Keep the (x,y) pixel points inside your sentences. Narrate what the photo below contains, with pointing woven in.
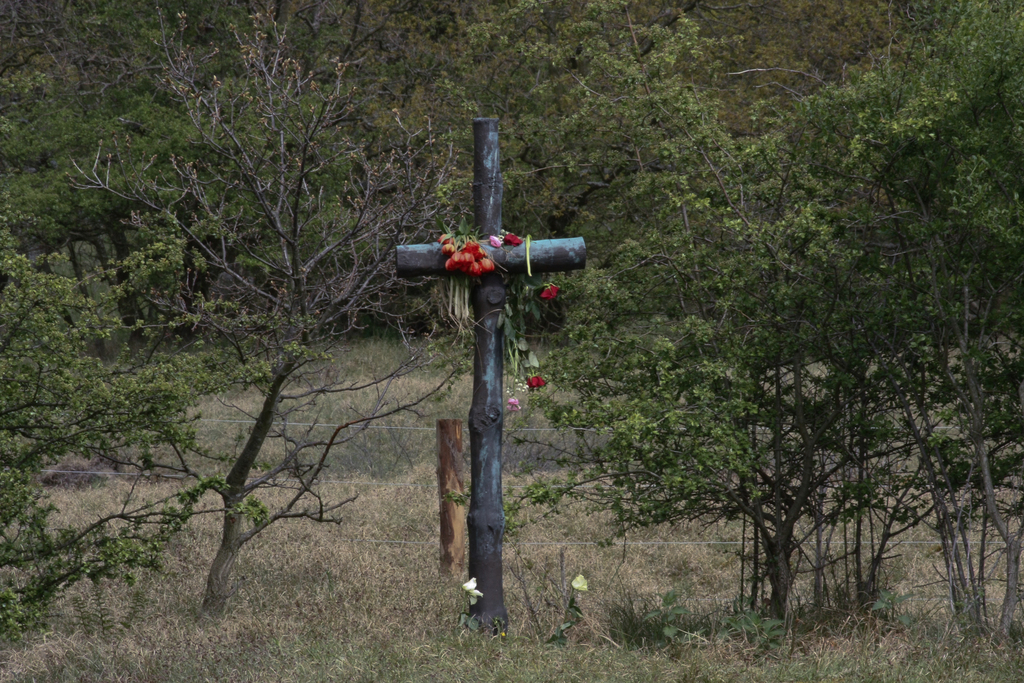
In this image we can see a cross (472,562) in the grass (504,552) with some flowers (472,580) over it, there we can also see few trees (671,409), plants (749,609), cables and a wooden stick (457,454).
